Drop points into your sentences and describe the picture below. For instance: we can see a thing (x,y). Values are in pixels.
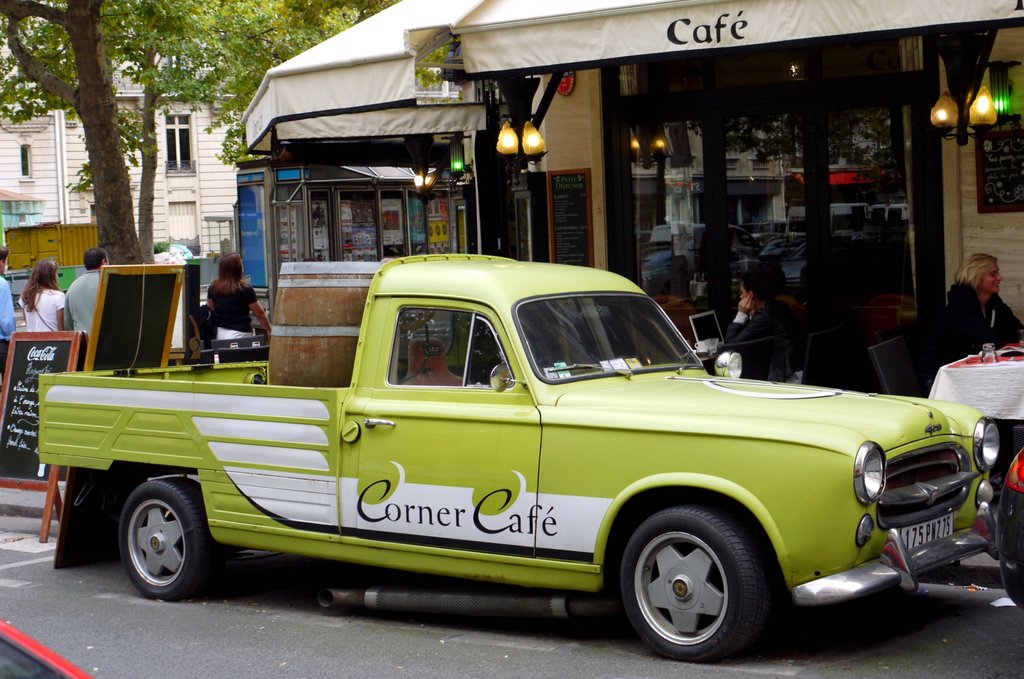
The picture is taken on the streets (62,626) of a city (292,547). On the road (14,623) there are cars (430,503). In the center of the picture (670,285) there is a cafe (604,148) and there are people (959,337), table (1001,405), chairs (891,374), boards (131,318), lights (537,151) and other objects (363,191). In the background (88,207) towards left (135,90) there are buildings (52,161), windows (187,134) and other objects (93,167).
